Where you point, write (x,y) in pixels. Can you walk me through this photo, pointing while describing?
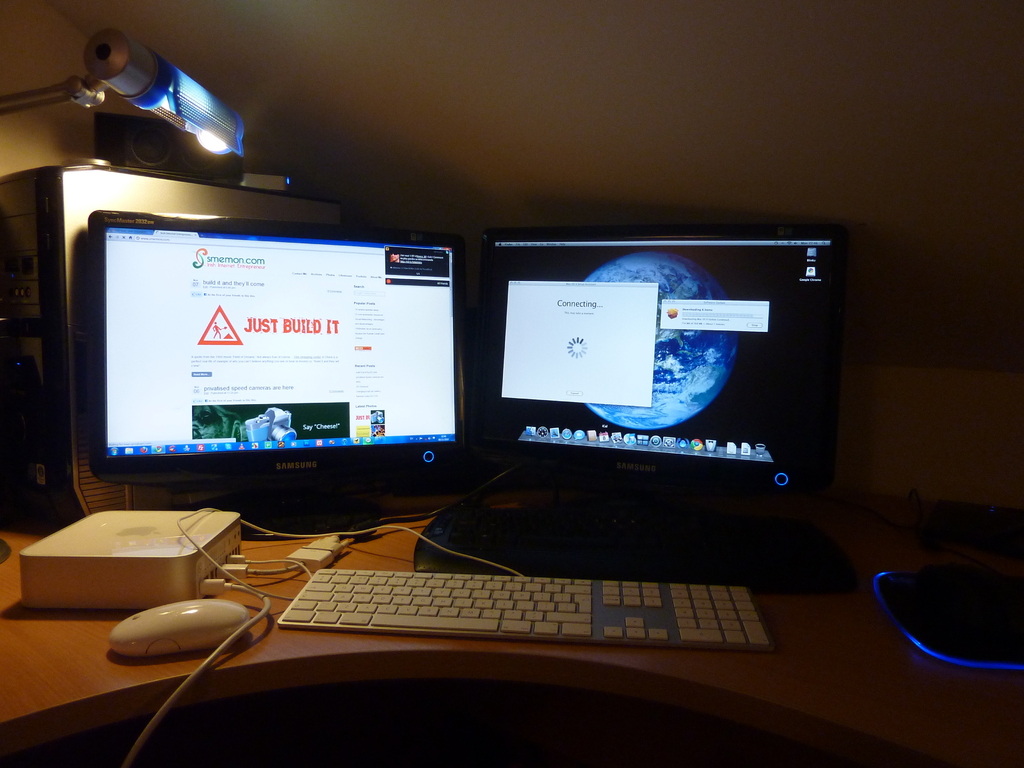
In this image In the middle (359,387) there is a table (260,645) on that there is a mouse (228,617), keyboard (422,615), computer (118,528), monitor (676,480), CPU (59,308), wires (228,576), light (180,122) and wall (657,147).
